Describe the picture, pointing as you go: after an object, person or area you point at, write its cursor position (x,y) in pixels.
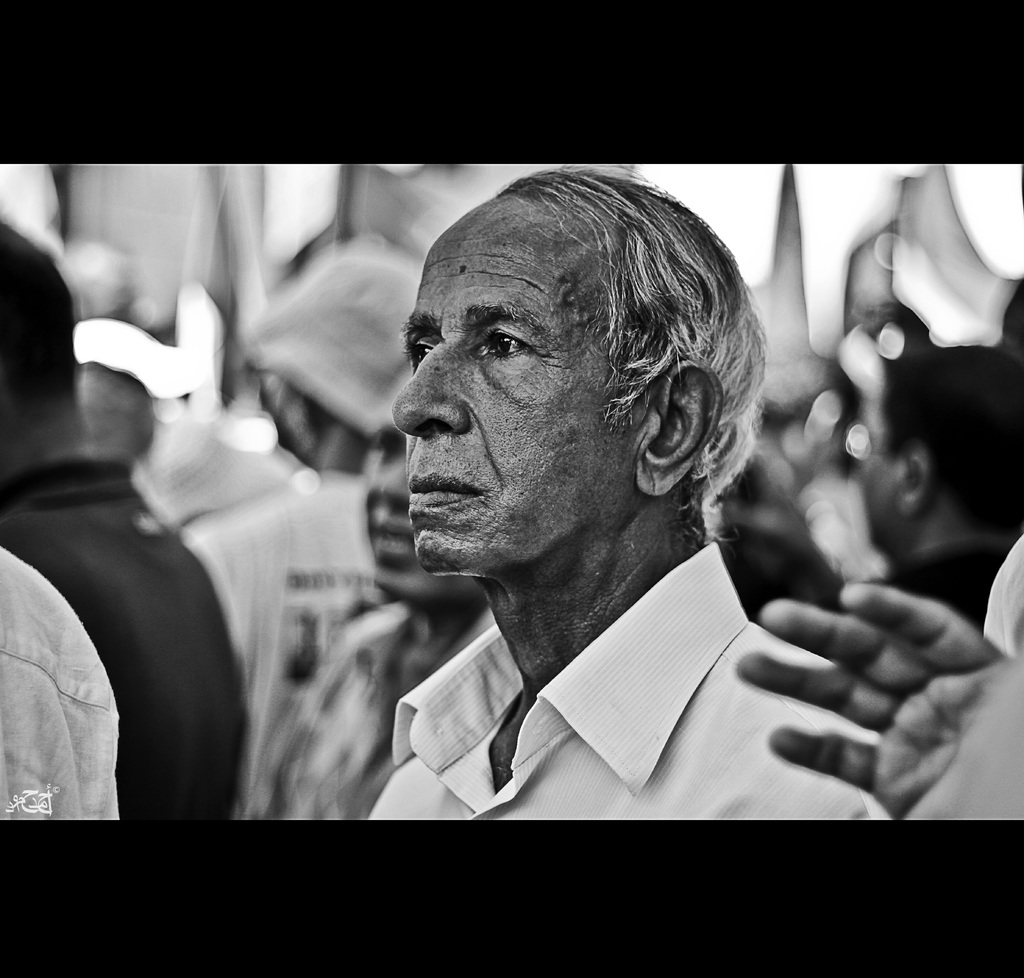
In this image I can see a person (590,464). The image is in black and white. The background (292,342) is blurred.
